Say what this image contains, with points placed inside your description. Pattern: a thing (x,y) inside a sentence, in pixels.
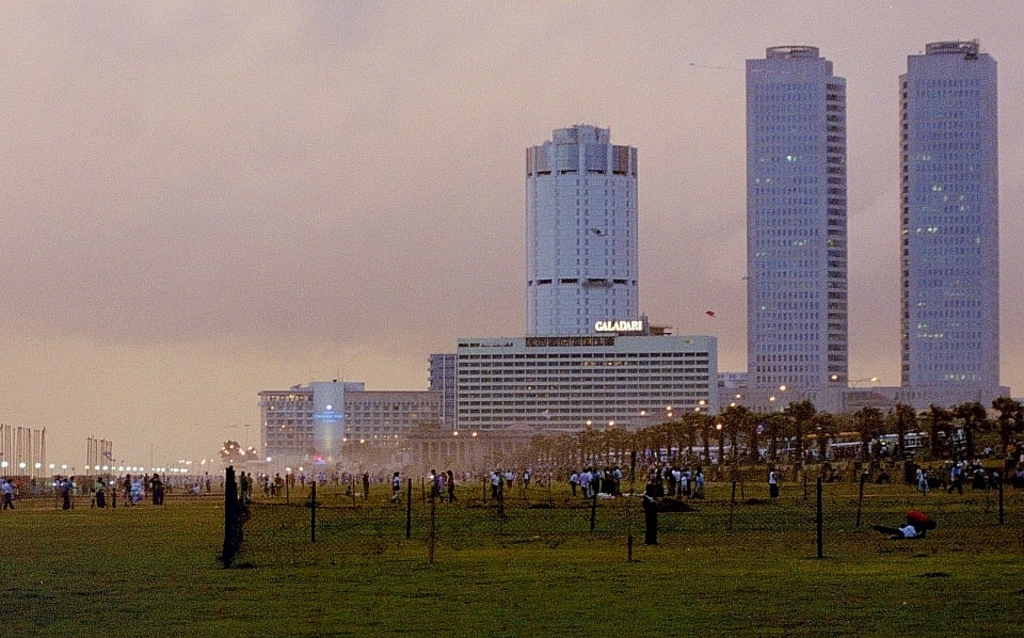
In this image there are a few people (150,483) walking on the grass surface (679,533), around them there are wooden sticks (312,501), in the background of the image (282,413) there are lamp posts (122,473), trees (633,446) and buildings (479,348).
